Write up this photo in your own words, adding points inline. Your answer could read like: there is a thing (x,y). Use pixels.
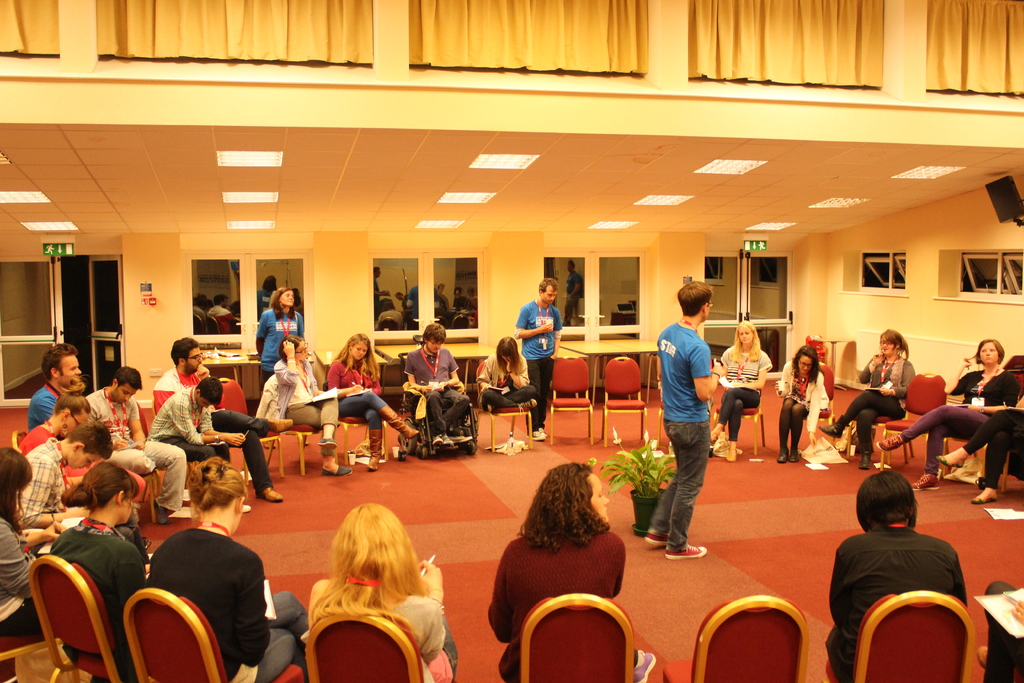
This is an inside view of a room (981,508). Here I can see many people (91,561) are sitting on the chairs (545,627) by holding papers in the hands (430,389). In the center of these people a man (687,374) wearing blue color t-shirt (670,386), jeans (685,460) and standing facing towards right side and also there is a house plant (643,465) is placed on the floor (638,540). In the background (537,340) two more persons (530,351) are standing. In the background (497,292), I can see the wall (516,284) along with the doors (114,298) and windows (228,290). At the top (254,159) there are some lights (262,161). At the top of the image (426,37) I can see few curtains (534,25) to the wall (670,27).
